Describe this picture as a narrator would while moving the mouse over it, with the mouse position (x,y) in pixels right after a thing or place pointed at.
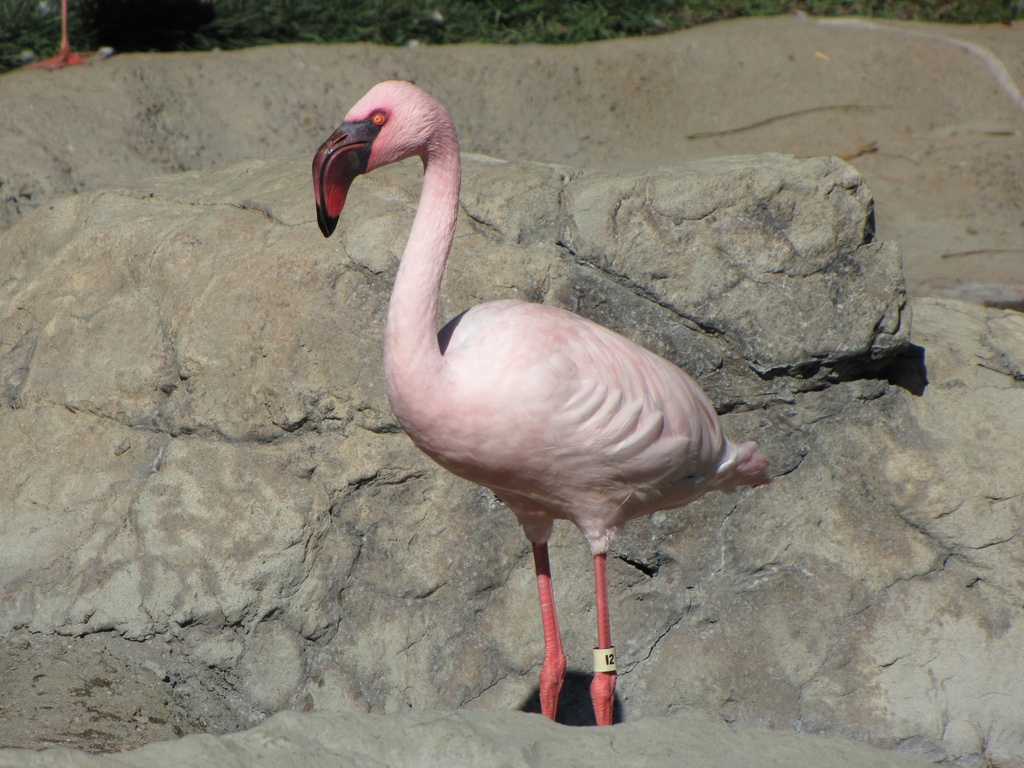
In this image we can see a flamingo (574,405) and there are rocks (218,353). We can see grass (187,7).
